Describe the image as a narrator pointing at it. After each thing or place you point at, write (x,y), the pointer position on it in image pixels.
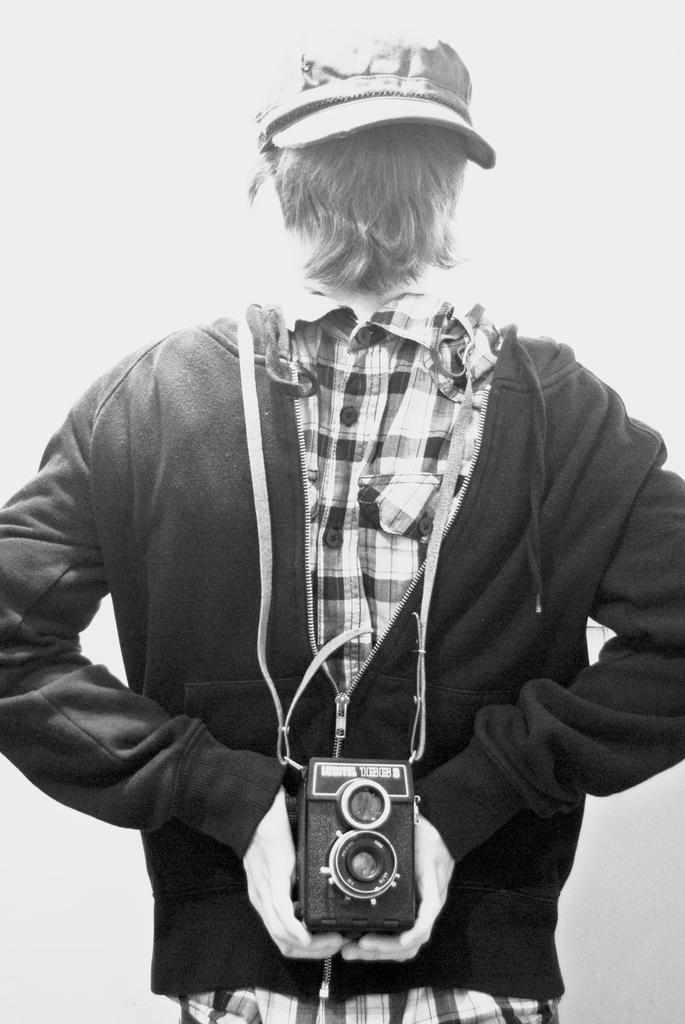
a person (453,573) is facing his back (423,570), holding a camera (319,872) in his hand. he is wearing a checked shirt (333,428) and a cap (344,91).
